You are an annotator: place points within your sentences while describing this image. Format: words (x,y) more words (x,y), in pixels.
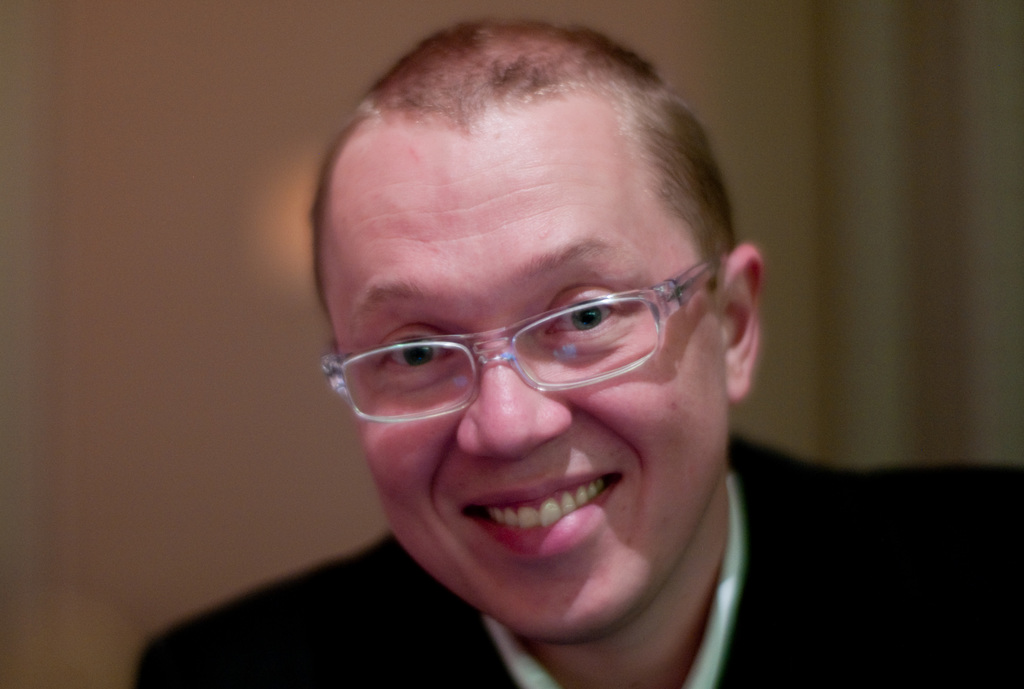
In this image I can see the person (474,622) and the person (752,640) is wearing black blazer (744,645) and white color shirt (709,650) and I can see the cream color background (569,2).
